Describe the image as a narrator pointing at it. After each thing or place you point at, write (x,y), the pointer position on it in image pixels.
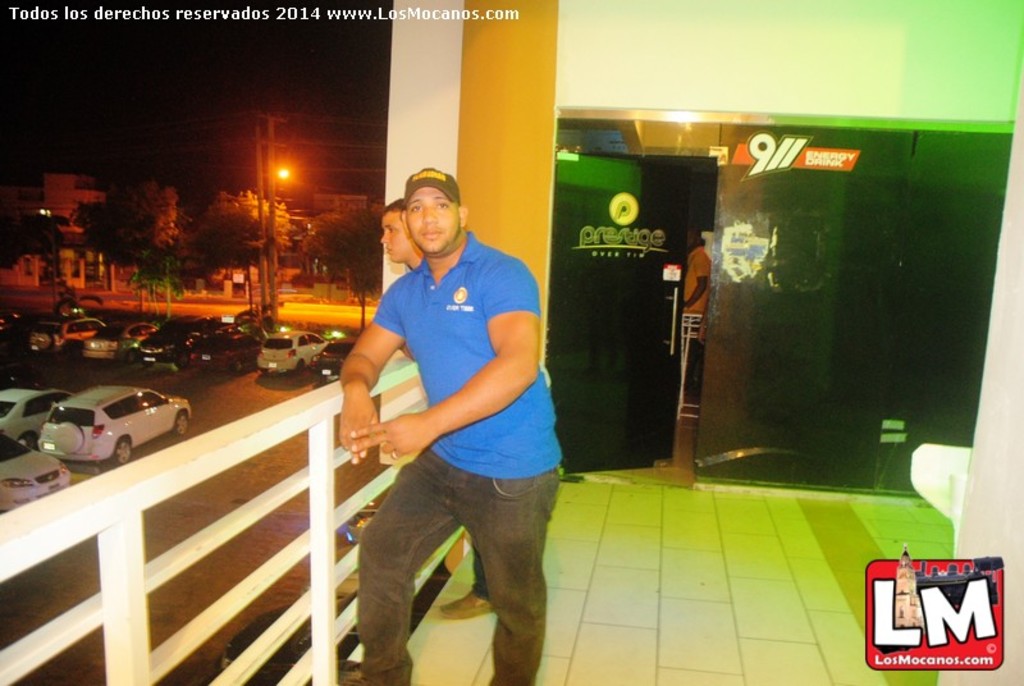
In this image in the center (437,276) there are two people (424,309) standing, and one person (456,294) is wearing a cap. And on the right side of the image (847,263) there are gates (715,296), and one person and some posters (658,247) on the gate (740,328) and there is a wall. And on the right side (920,597) there is a logo (900,624) and wall (983,355) and there is a railing (245,439) and some vehicles (159,412), trees (245,232), wires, poles (271,263) and some objects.
